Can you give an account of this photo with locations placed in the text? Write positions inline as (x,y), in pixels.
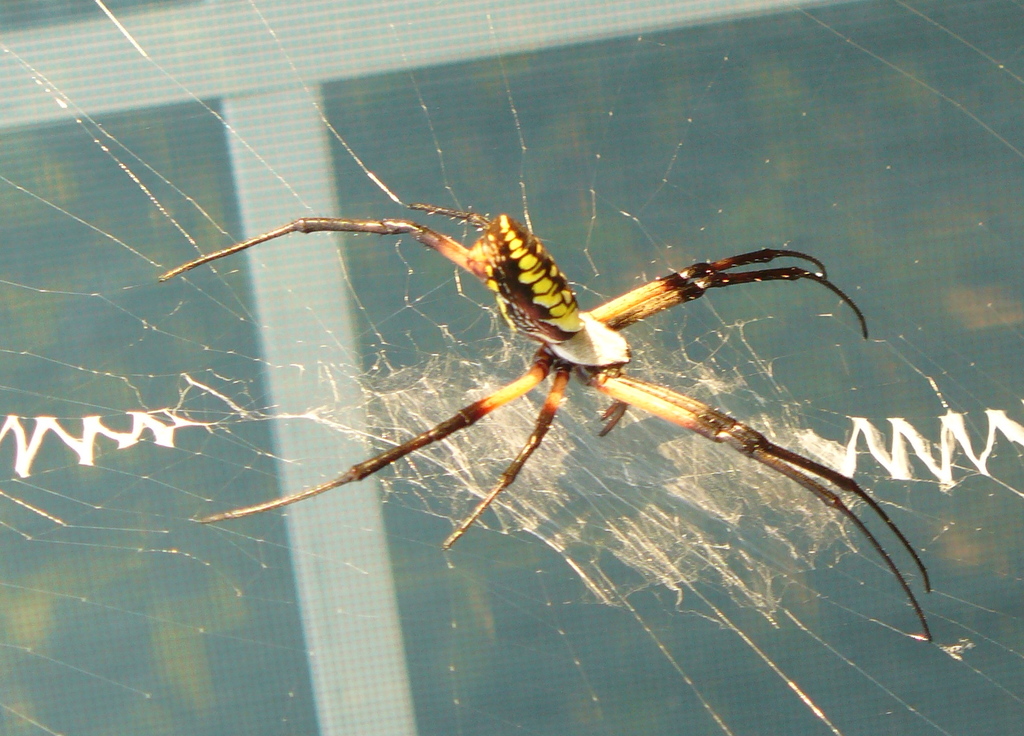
It is a spider (595,374) in the web (525,498).
